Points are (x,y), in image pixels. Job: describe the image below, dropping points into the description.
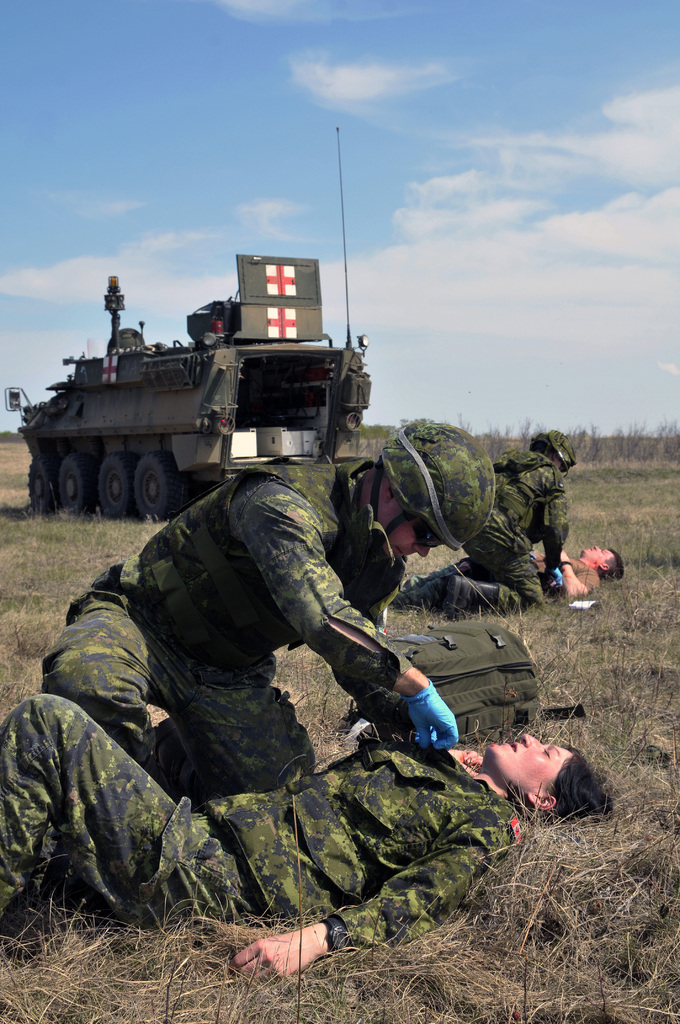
There are four persons (550,553), two persons (593,582) are lying on the ground (537,877) and in the background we can see a vehicle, sky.
